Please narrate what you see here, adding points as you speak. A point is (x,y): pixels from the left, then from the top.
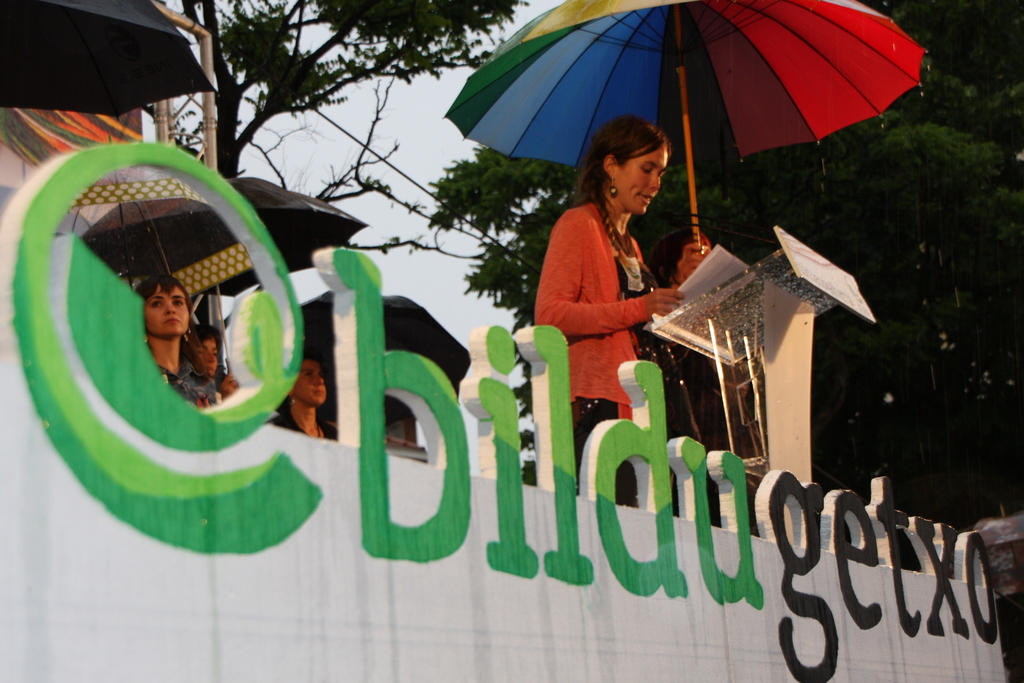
In the foreground of the image (88,450) we can see some text (705,524). In the middle of the image (602,355) we can see some ladies (166,290) are standing and holding umbrella (490,133) in their hands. On the top of the image (191,131) we can see trees (355,74) and the sky (398,137).
